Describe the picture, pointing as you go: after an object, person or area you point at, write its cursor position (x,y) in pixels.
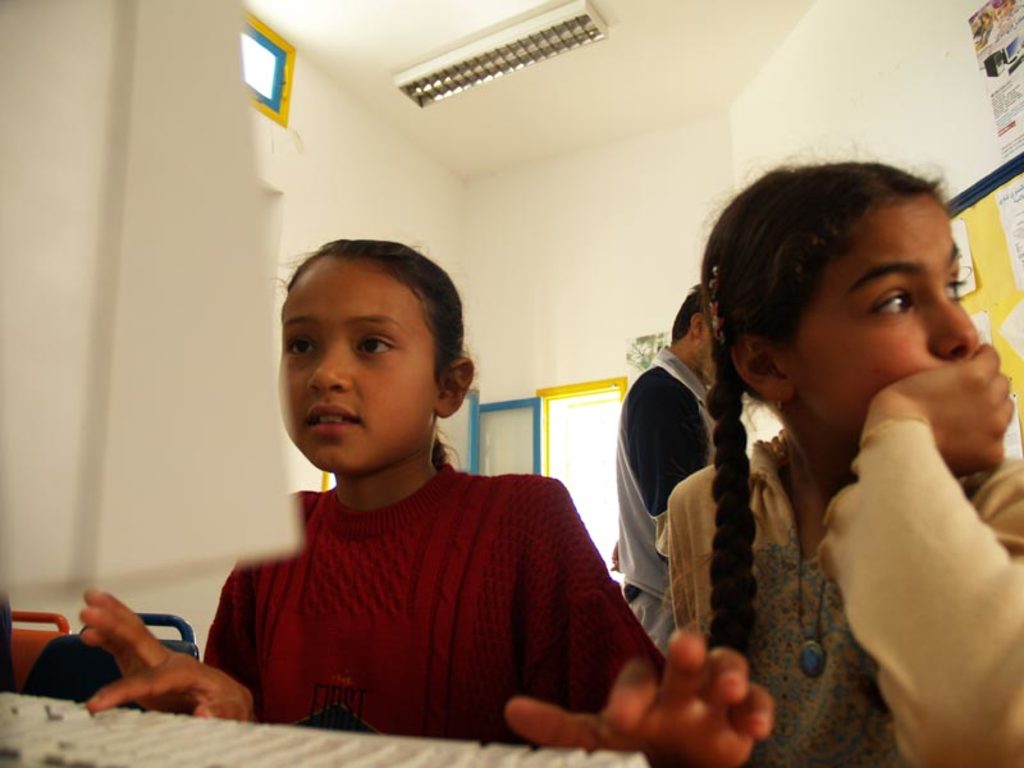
In this image there are two girls (825,491) in the middle (397,470). The girl (377,557) on the left side (319,566) is typing the keys (195,738) which are on the keyboard (347,753). At the top (460,79) there is light (442,93). In the background (487,425) there are windows (500,439). On the right side (992,240) there is a board (988,238) on which there are papers (1004,211). In the middle (666,431) there is a man (672,415).
